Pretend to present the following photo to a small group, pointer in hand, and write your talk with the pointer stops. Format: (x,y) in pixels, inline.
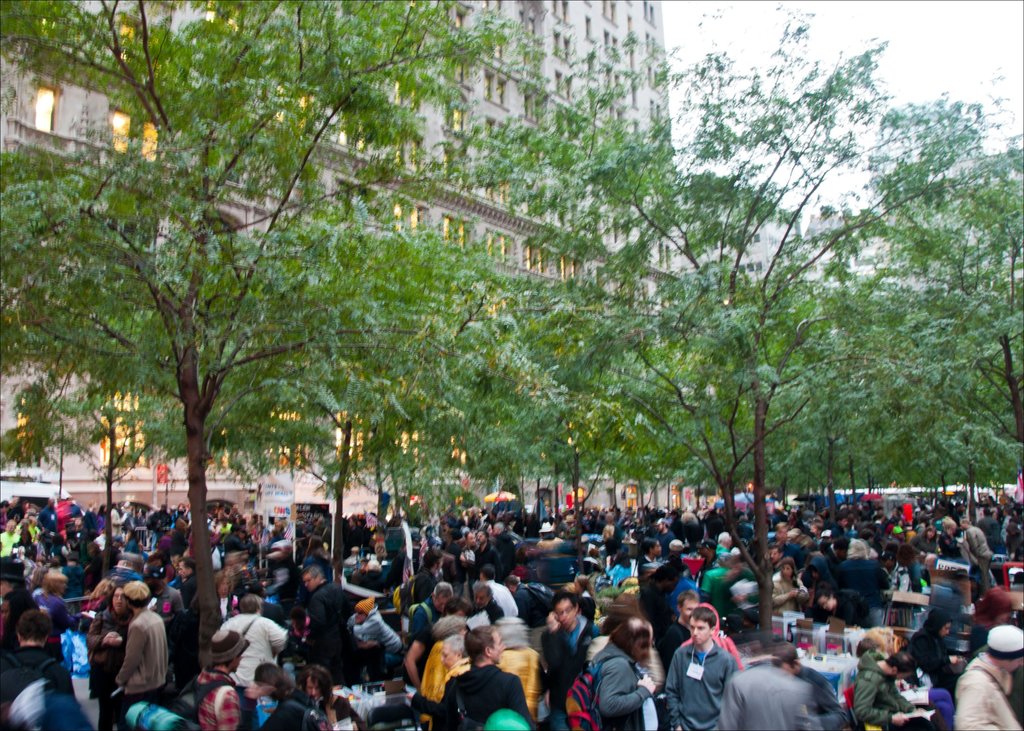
In this image we can see huge crowd of people (704,653). In the middle of the image (501,334) trees (371,346) are there. Behind the trees (851,336) building (181,461) is there. At the right top of the image (912,39) sky (934,59) is there.
